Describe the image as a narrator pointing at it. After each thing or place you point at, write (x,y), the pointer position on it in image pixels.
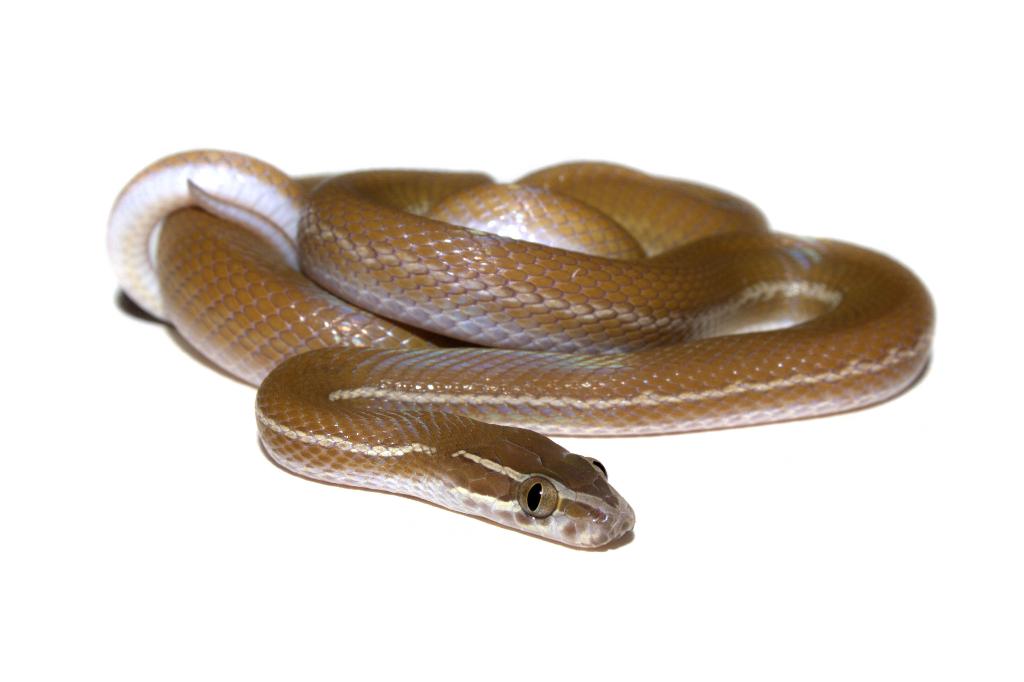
In this image, we can see a snake (381,444) on the surface (203,530).
